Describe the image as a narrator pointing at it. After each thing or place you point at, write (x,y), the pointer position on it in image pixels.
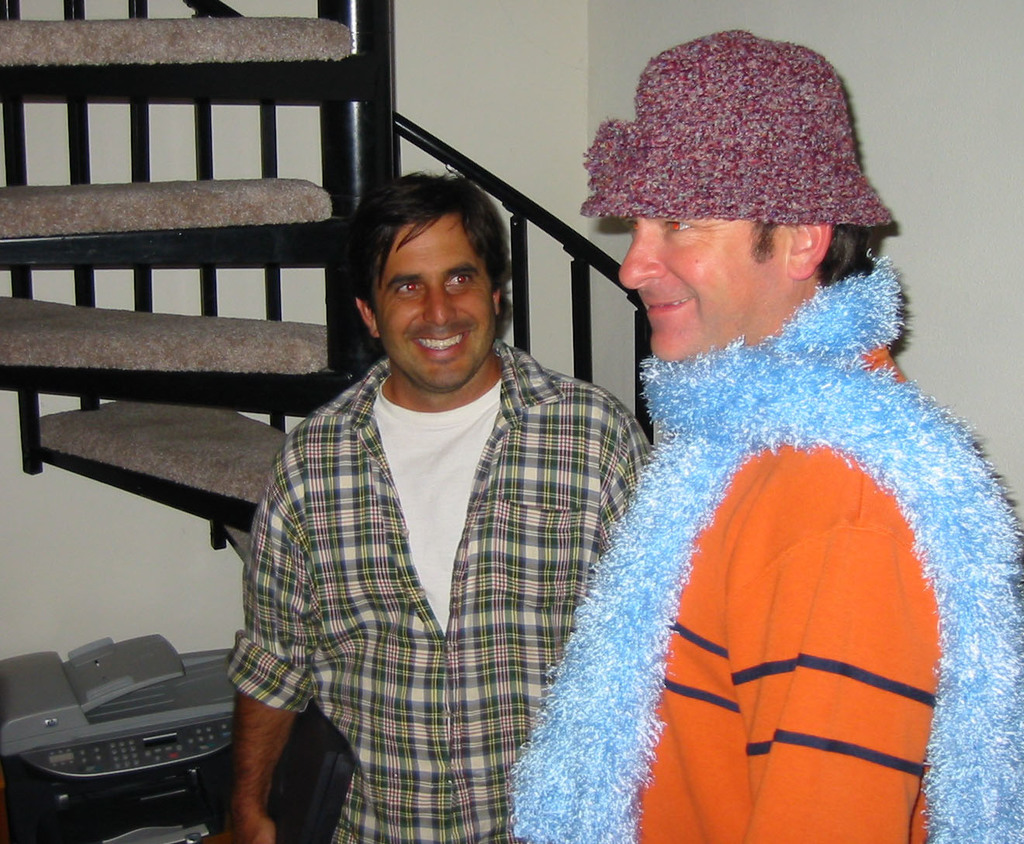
This picture is taken inside the room (317,483). In this image, on the right side (812,453), we can see a man (829,647) wearing a orange color shirt (832,690) is standing. In the middle of the image (491,547), we can also see a man (456,557) standing. In the left corner (52,750), we can also see an electronic gadgets (200,751). In the background (228,413), we can see a staircase (310,40) and a wall (681,20).
